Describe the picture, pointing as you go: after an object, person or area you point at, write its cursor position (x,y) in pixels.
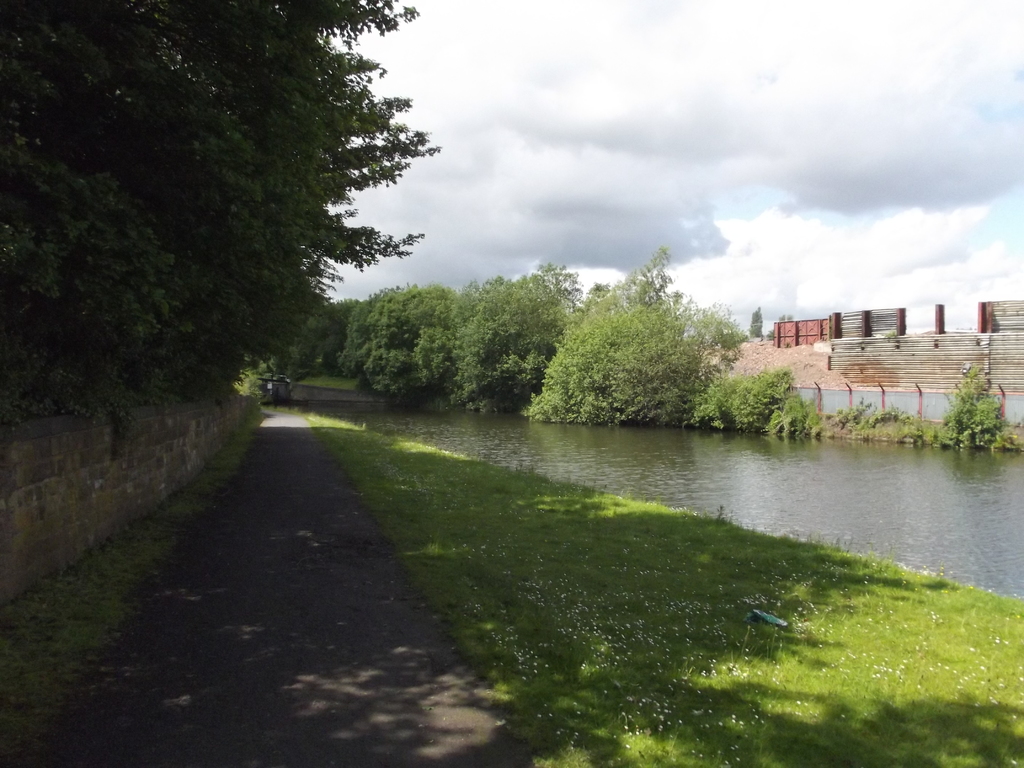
In this picture I can see grass (720,516), there is water (529,442), there are trees (702,386), there is fence (885,340), and in the background (722,140) there is the sky (722,176).
